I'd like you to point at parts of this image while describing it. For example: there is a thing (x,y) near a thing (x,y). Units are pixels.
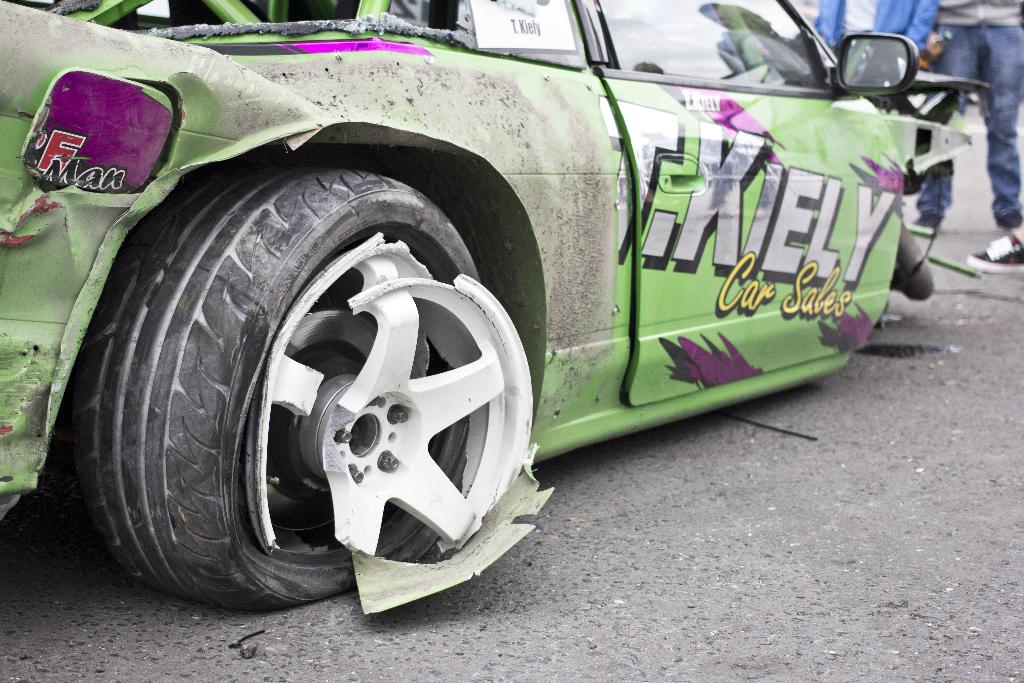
In this image there is a car (890,196) on the road (1001,327). Right side (1002,74) a person (935,10) is standing on the road (958,519). Left side (322,450) the rim (374,442) of the tire (142,409) is broken.
